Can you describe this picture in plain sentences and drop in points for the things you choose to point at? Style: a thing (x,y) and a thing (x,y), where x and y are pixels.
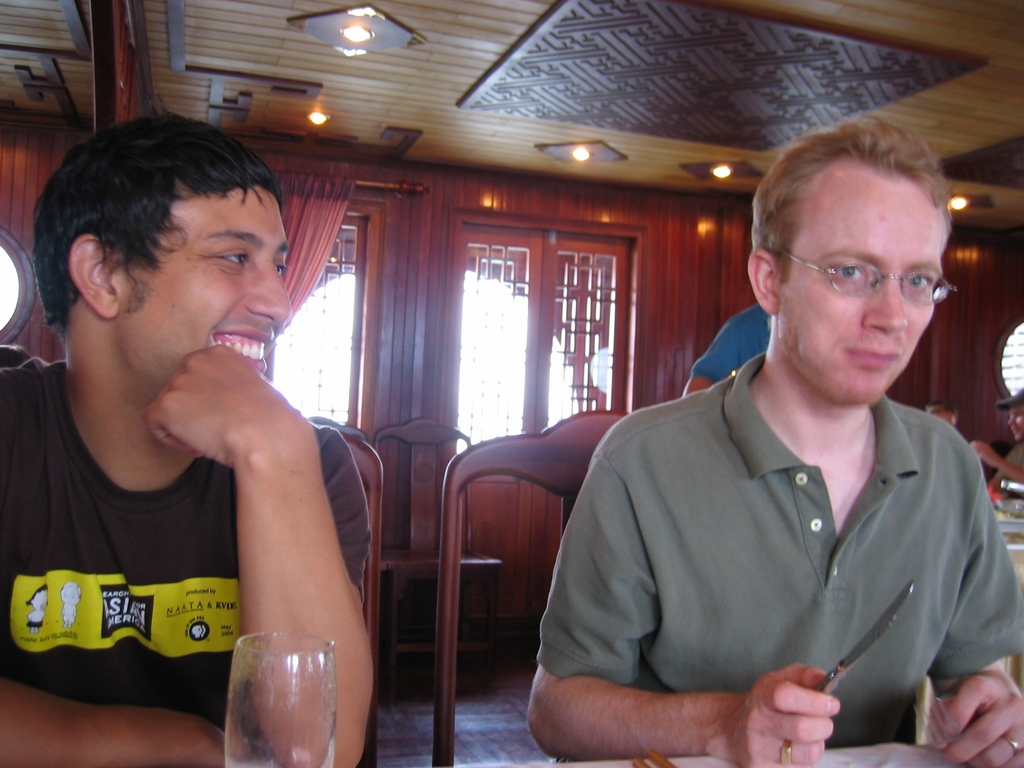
In the picture we can see two men (343,557) are sitting on the chairs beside each other and one man (129,372) is looking the other man (1020,709) and smiling and he is holding a knife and behind them, we can see a person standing and behind him we can see a wooden wall (532,194) with glass window (470,374) and near it we can see curtain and to the ceiling (780,144) we can see some lights (725,174).
